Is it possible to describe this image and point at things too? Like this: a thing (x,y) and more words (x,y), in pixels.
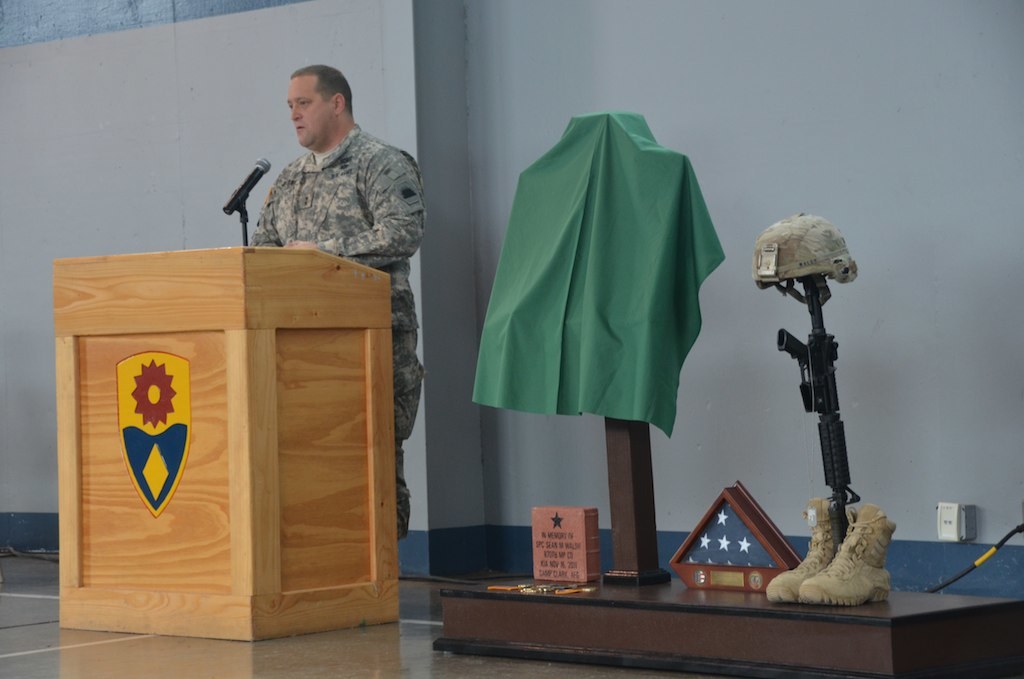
There is a man (331,73) talking on the mike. This is a podium (281,404). Here we can see shoes (865,569), weapon (820,317), cap (800,277), and cloth (562,307). This is floor (419,661). In the background (158,36) we can see wall (789,145).
